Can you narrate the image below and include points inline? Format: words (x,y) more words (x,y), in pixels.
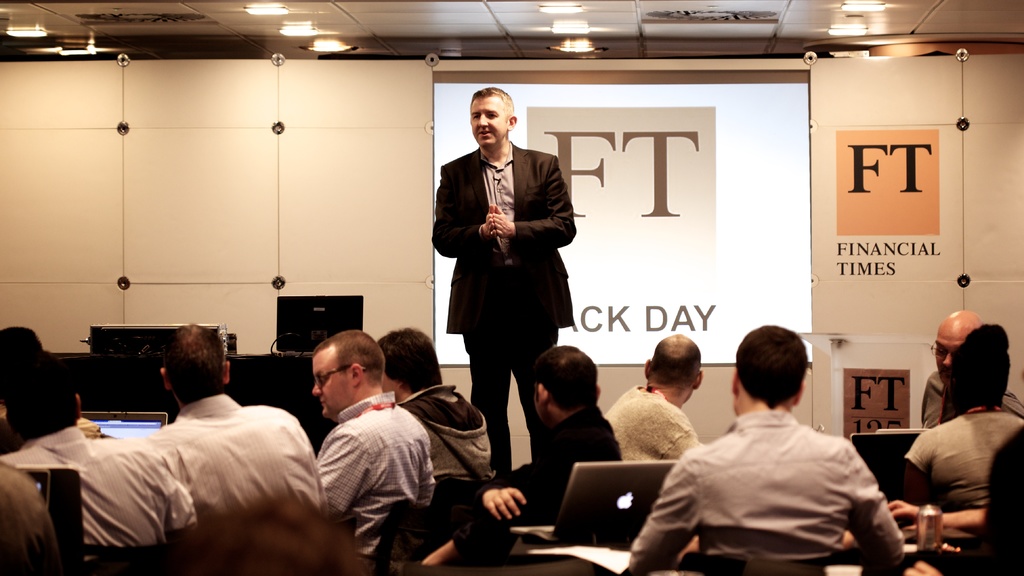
In this picture we can see group of people (457,281), few are sitting on the chairs (732,532) and a man (549,256) is standing, in front of them we can see laptops (652,472) and other things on the tables (614,542), in the background (615,267) we can see a projector screen (672,271), at the top of the image (315,34) we can see few lights (322,49).
